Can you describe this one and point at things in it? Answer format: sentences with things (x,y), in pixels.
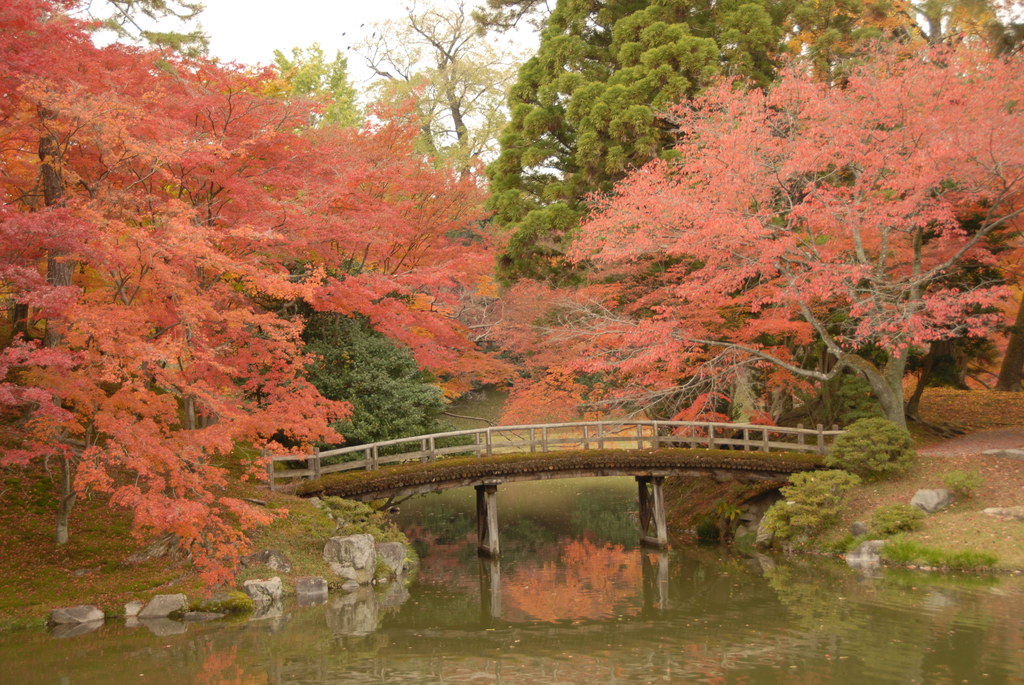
In this image we can see some trees (386,336), plants (875,474), rocks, water (588,494) and the bridge (536,461), also we can see the sky (307,12).
